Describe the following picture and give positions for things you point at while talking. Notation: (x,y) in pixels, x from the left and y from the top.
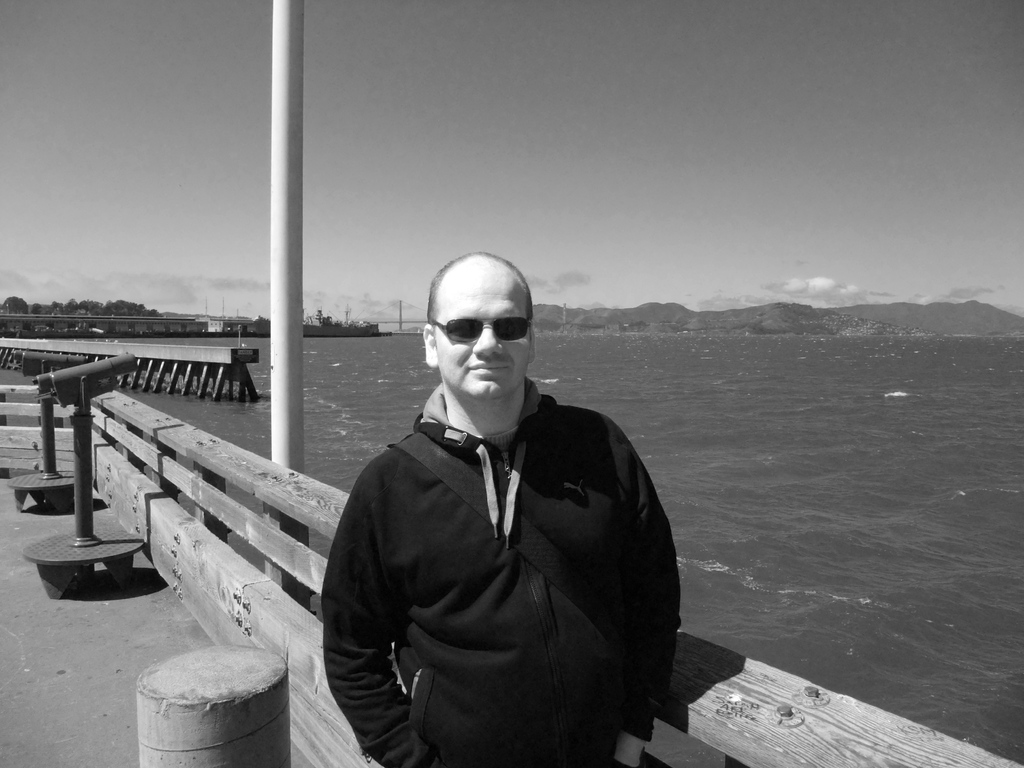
In this black and white picture there is a man (418,612) standing on the ground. Beside him there is a wooden railing (706,713). Behind him there is a pole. Behind the railing (759,678) there is the water (805,422). In the background (821,325) there are mountains (728,313) and trees (139,306). At the top (462,128) there is the sky (396,117).
